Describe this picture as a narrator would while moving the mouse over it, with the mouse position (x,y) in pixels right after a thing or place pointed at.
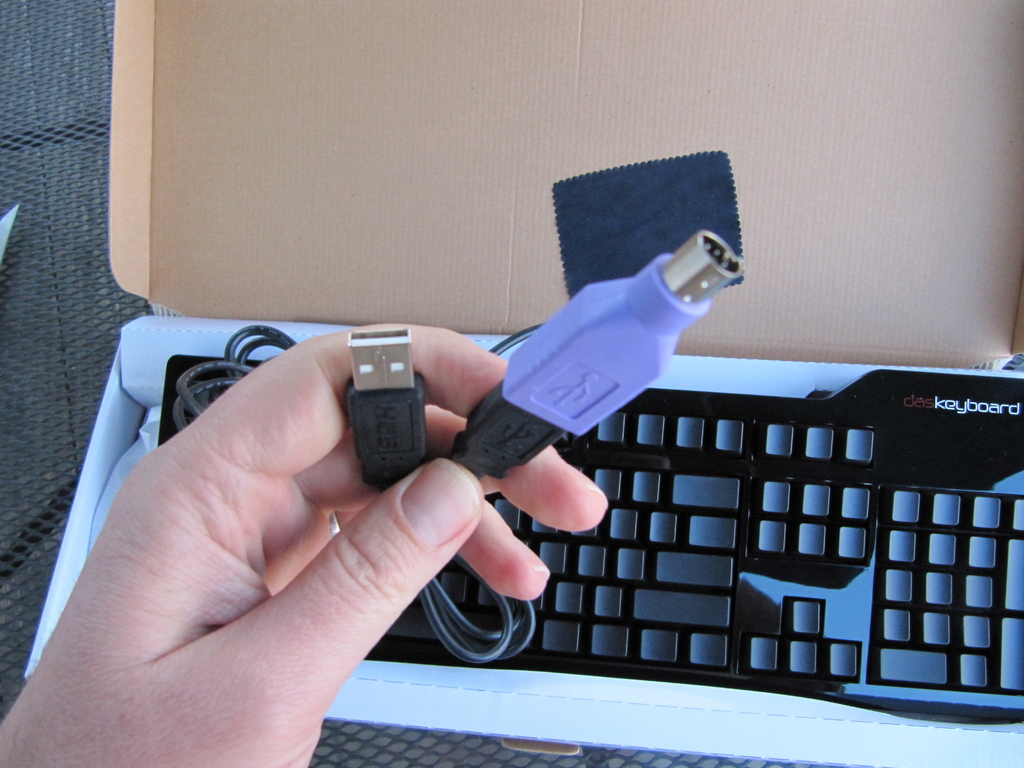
In this image we can see a cable (516,370) and a person's hand (325,493). Behind the cable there is a keyboard (941,433) and cardboard (609,96). The background of the image (91,285) is black.
